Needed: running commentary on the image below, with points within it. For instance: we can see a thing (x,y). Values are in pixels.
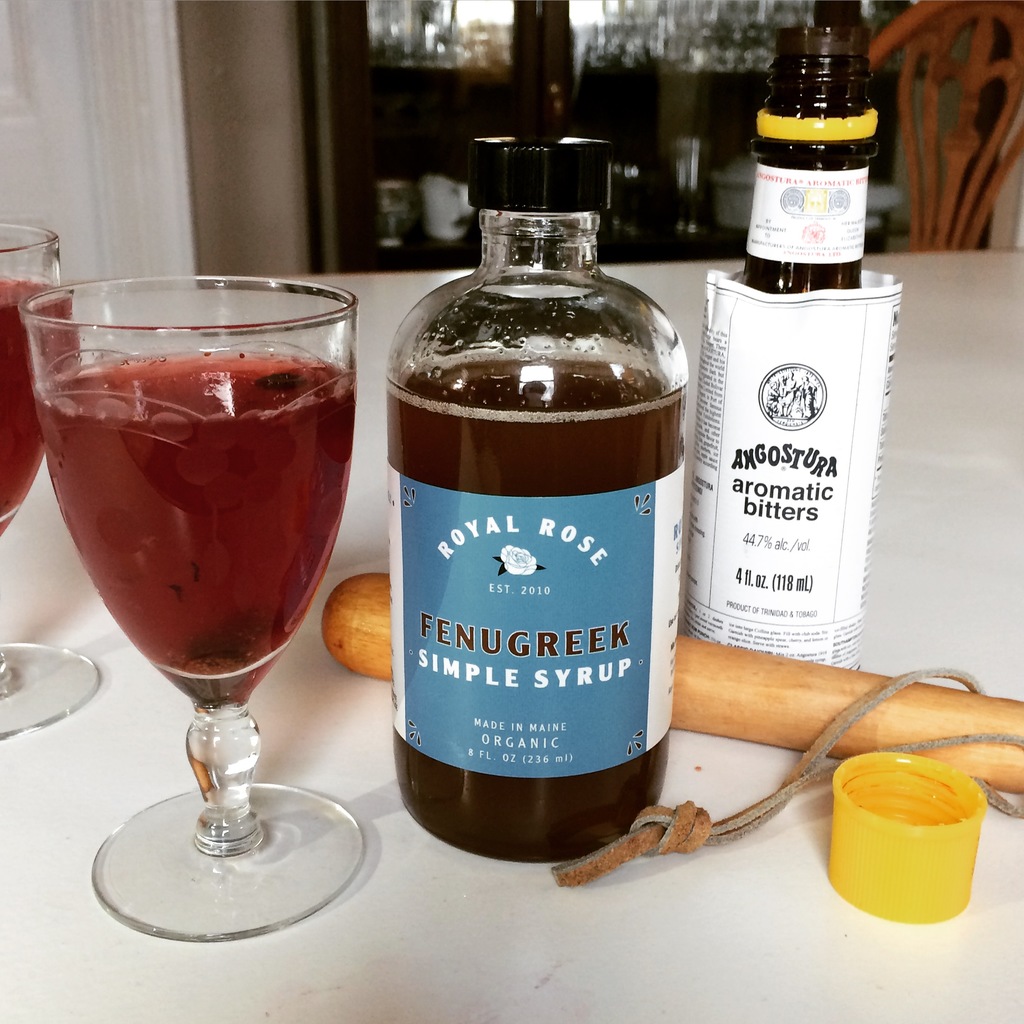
There is a glass (201,545) with some drink (217,625) in it, placed on the table (338,966). Beside the glass (226,900) there are two bottles (790,540) along with a stick (785,710) placed on a table (813,848).
